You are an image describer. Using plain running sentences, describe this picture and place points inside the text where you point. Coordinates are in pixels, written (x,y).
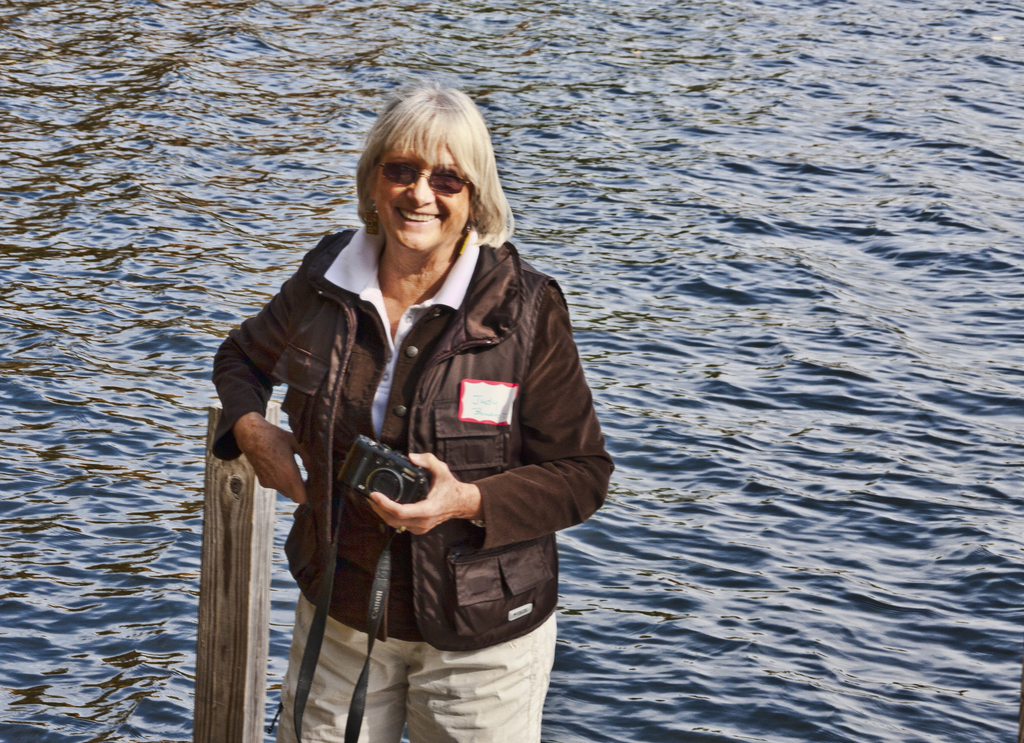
On the background of the picture (596,176) we can see water (327,196). Here we can see a women (258,460) standing wearing a brown color jacket (466,575) and holding a beautiful smile on her face (424,246). She wore goggles (393,171) and her hair (463,152) color is light brown and there is a camera (360,488) in her hand (427,525). The other hand (275,443) of the woman (256,461) is on the wood (247,596).
